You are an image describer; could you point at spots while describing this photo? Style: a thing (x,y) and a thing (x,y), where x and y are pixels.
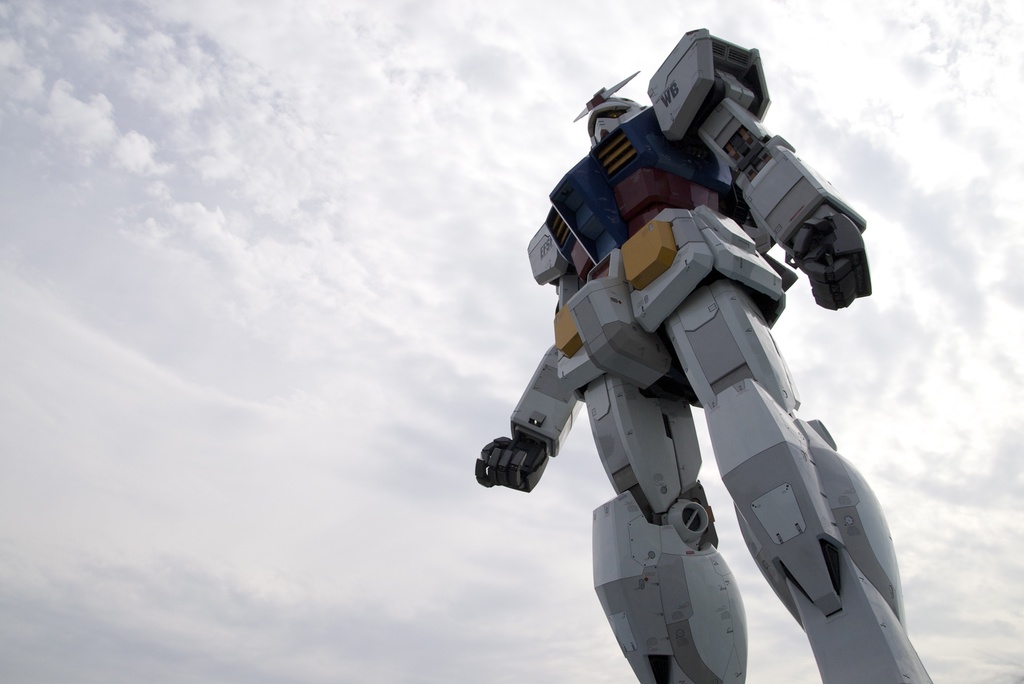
In this image in the foreground (604,328) there is one robot (636,277), and in the background (309,80) there is sky (401,305).
